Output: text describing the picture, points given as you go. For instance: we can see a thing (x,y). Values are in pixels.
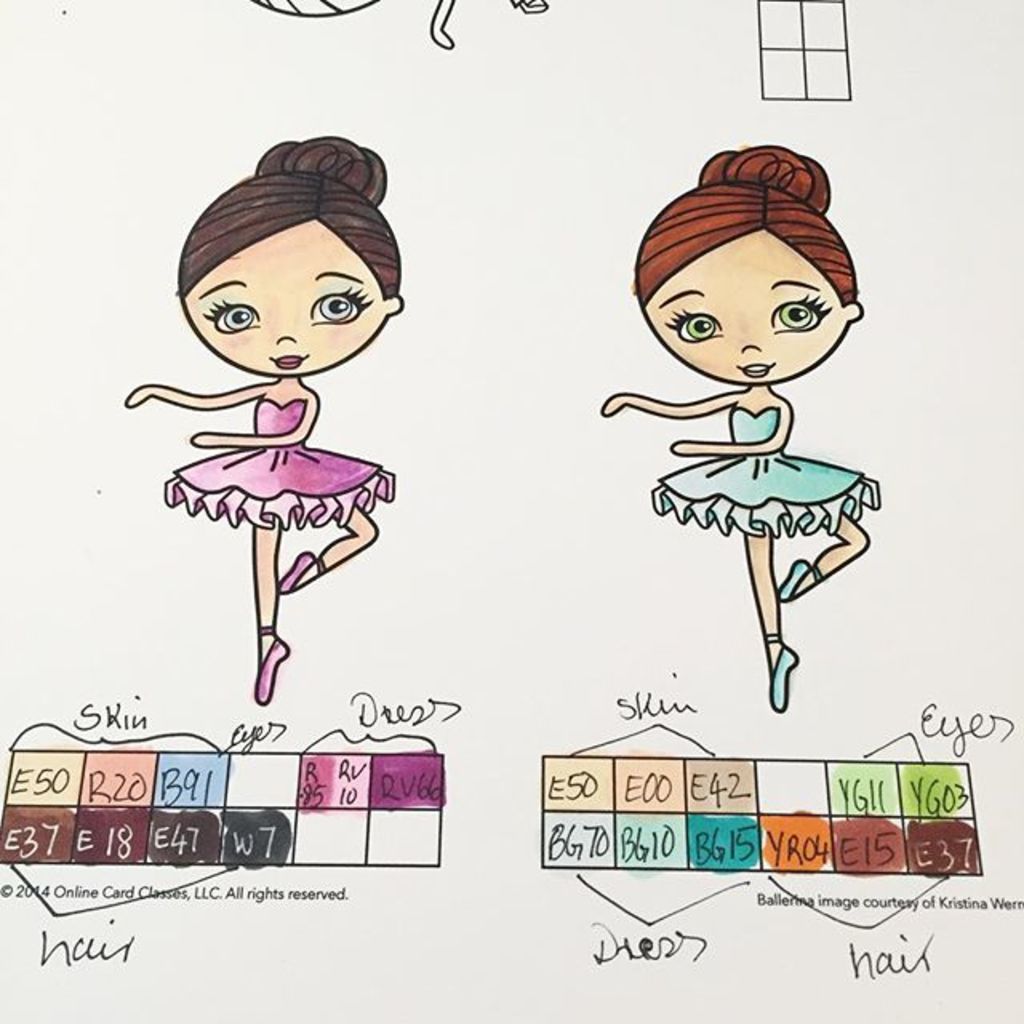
This image is a painting. In this image we can see ladies (280,231) and there is text (174,799) and we can see numbers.
